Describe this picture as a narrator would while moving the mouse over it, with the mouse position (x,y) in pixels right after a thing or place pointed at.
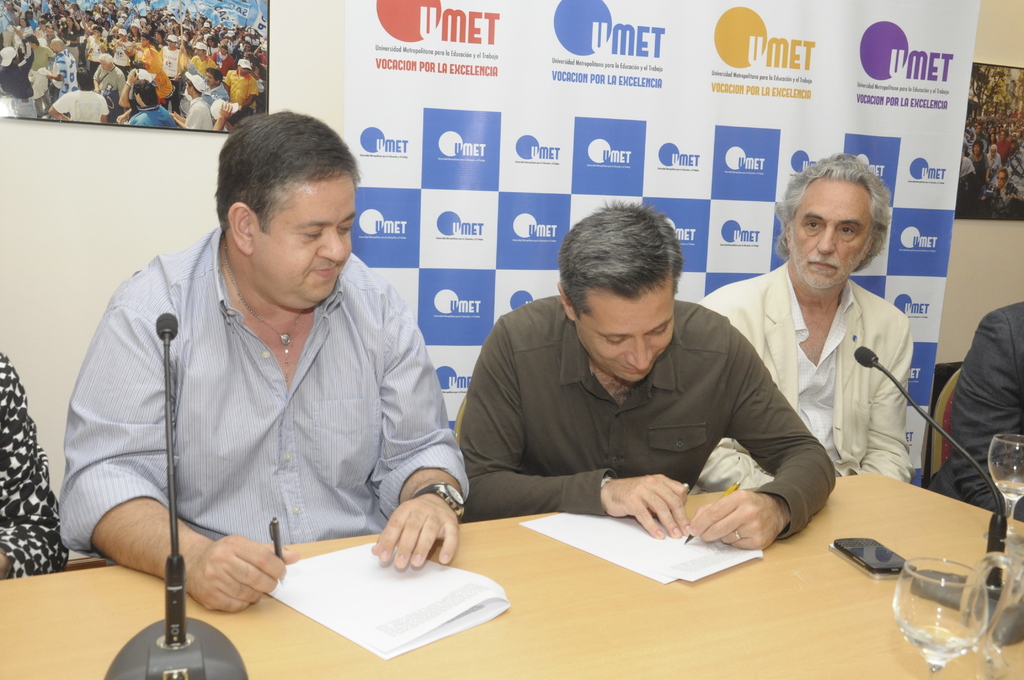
In this image there are five persons (479,354) sitting on the chairs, in which two of them are holding pens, there are mike's (1003,546), glasses (985,656), papers (672,559) and a mobile (892,568) on the table (49,669), and in the background (962,88) there are frames (994,117) attached to the wall (148,158), banner (355,43).
